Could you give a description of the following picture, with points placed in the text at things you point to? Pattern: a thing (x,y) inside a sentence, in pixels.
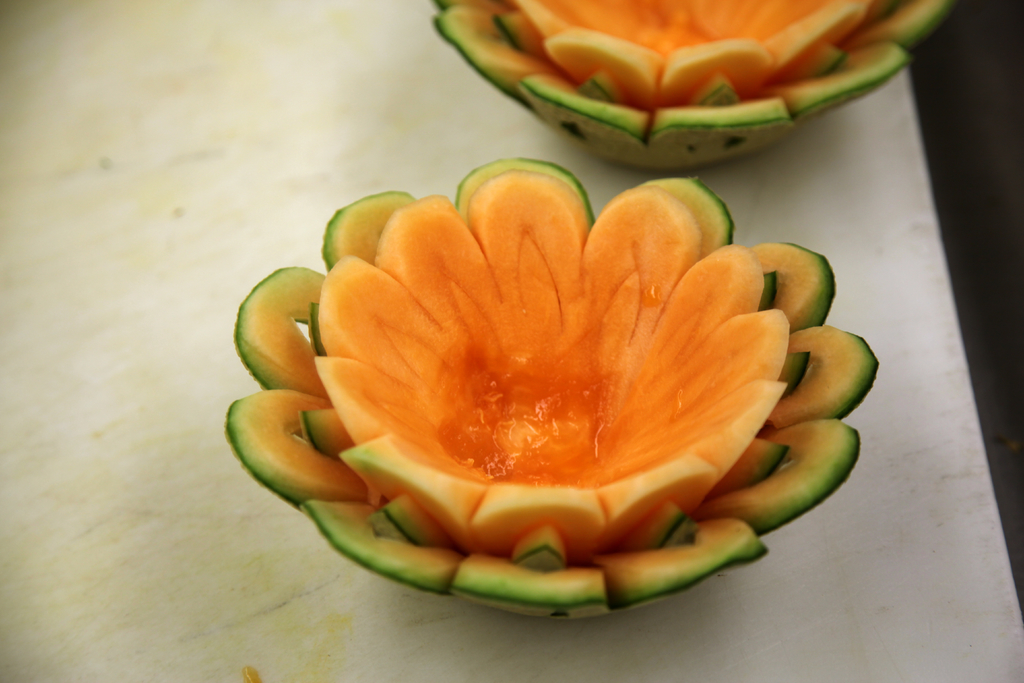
In this picture we can observe fruits (548,356) which are cut in the shape of a flowers. There are in orange color. These fruits (520,314) are placed on the white color table (199,308).
